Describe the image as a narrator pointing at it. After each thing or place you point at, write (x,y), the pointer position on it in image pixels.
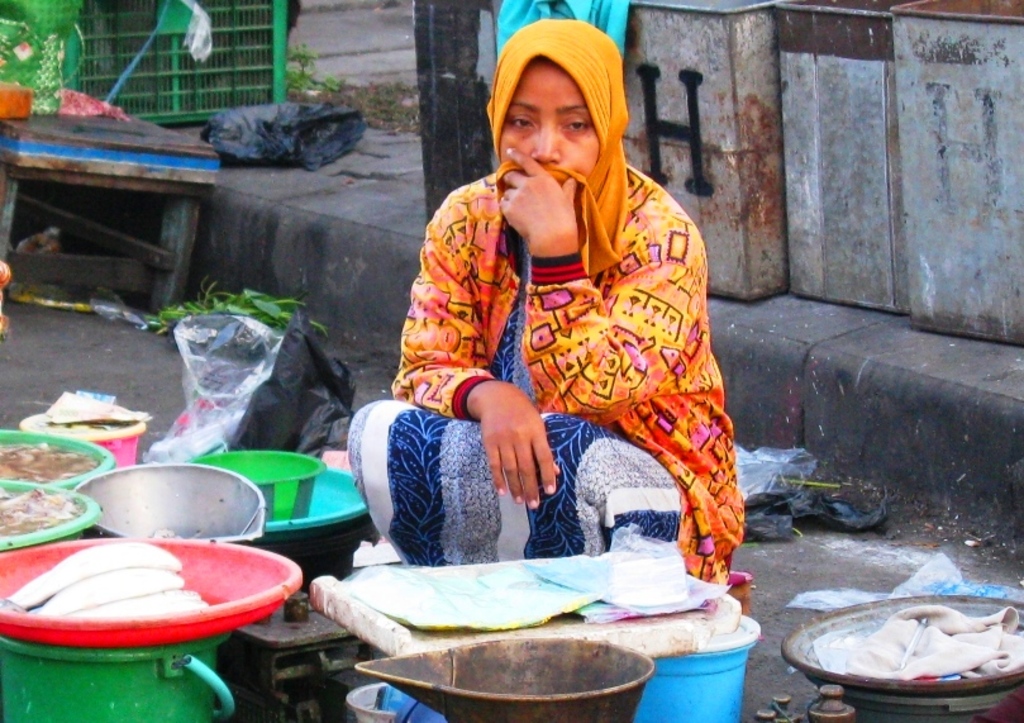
In this image I can see a woman (560,370) is sitting and in the front of her I can see a bucket (166,694), few containers (225,531) and in it I can see number of things (183,596). On the right side (934,613) I can see a cloth (900,626) and few plastic covers (750,479). In the background (70,85) I can see few more containers (821,105), few more plastic covers (220,397) and few plants (220,301). I can also see a table (181,275) on the left side of this image (191,132).
